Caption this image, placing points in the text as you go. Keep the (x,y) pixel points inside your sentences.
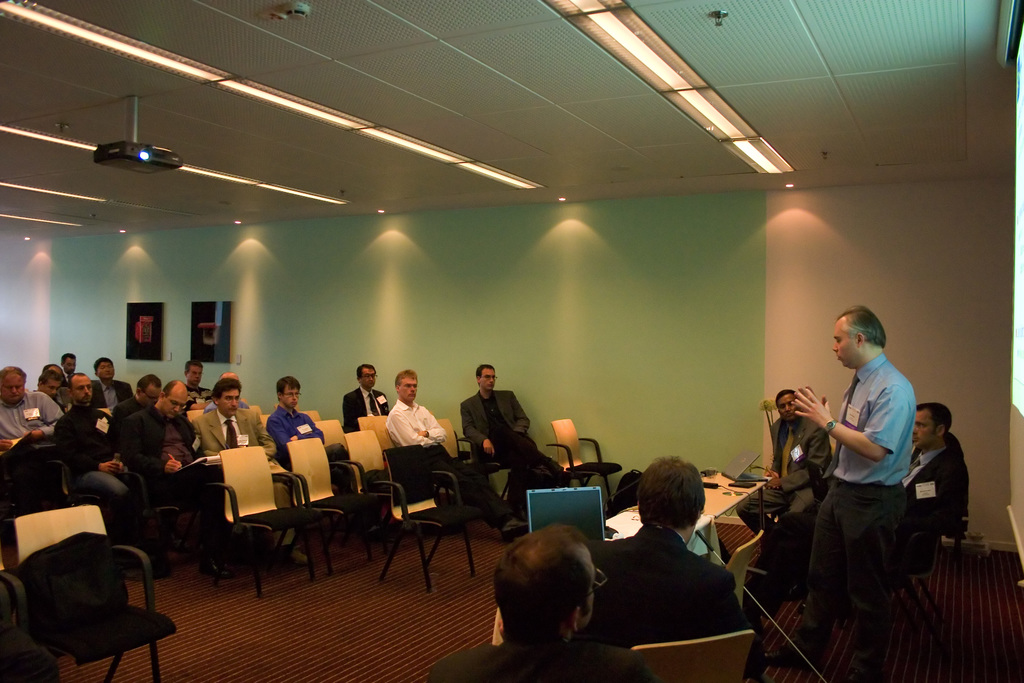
In this image i can see number of people (161,468) sitting on the chairs (267,462) and holding a pen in their hand (172,460), and i can see a person (876,547) standing in front of them, In the background (466,304) i can see a wall (432,311), few photos (202,324) attached to it and lights (134,248). To the ceiling (326,138) of the building (302,120) i can see the projector (148,142) and lights (627,58).
